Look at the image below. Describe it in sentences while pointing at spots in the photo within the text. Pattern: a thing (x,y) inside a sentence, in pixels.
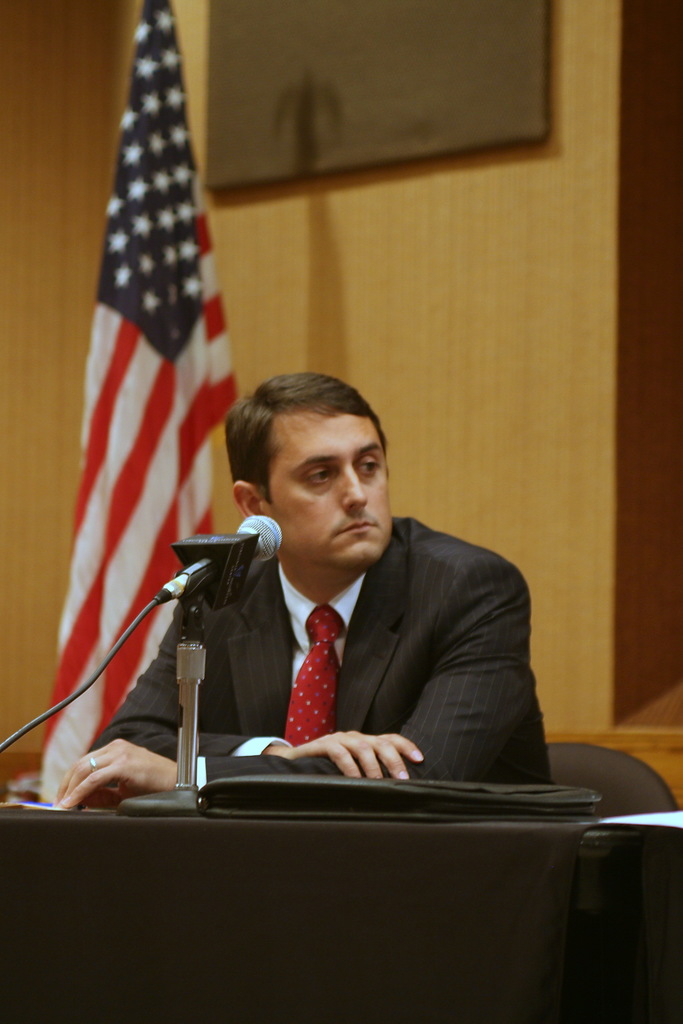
In this image, we can see a man (357,688) sitting on the chair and in the background (157,265), there is a flag (183,280). In the front (259,829), we can see a mic (197,757) placed on the table (278,940).
